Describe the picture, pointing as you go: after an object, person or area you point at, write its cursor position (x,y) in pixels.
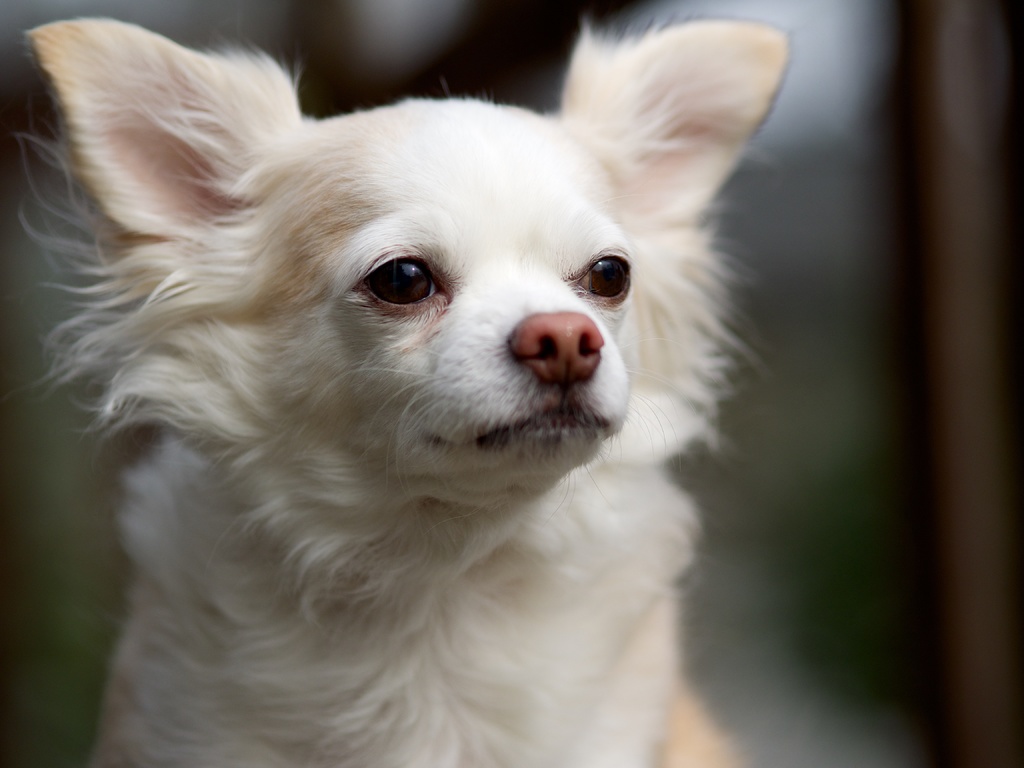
In this picture we can see a white dog (276,591) and behind the dog (253,518) there is a blurred background (973,581).
